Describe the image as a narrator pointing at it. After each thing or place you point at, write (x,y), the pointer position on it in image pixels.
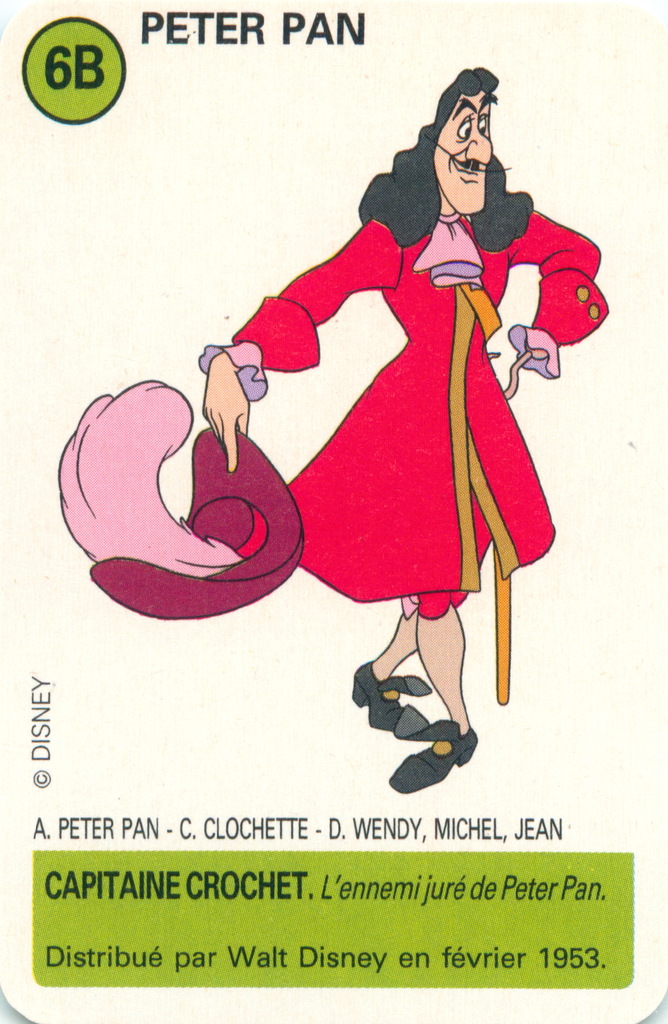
In the picture I can see an image of a person (446,450) wearing red coat (438,433) is standing and there is something written above and below it.
